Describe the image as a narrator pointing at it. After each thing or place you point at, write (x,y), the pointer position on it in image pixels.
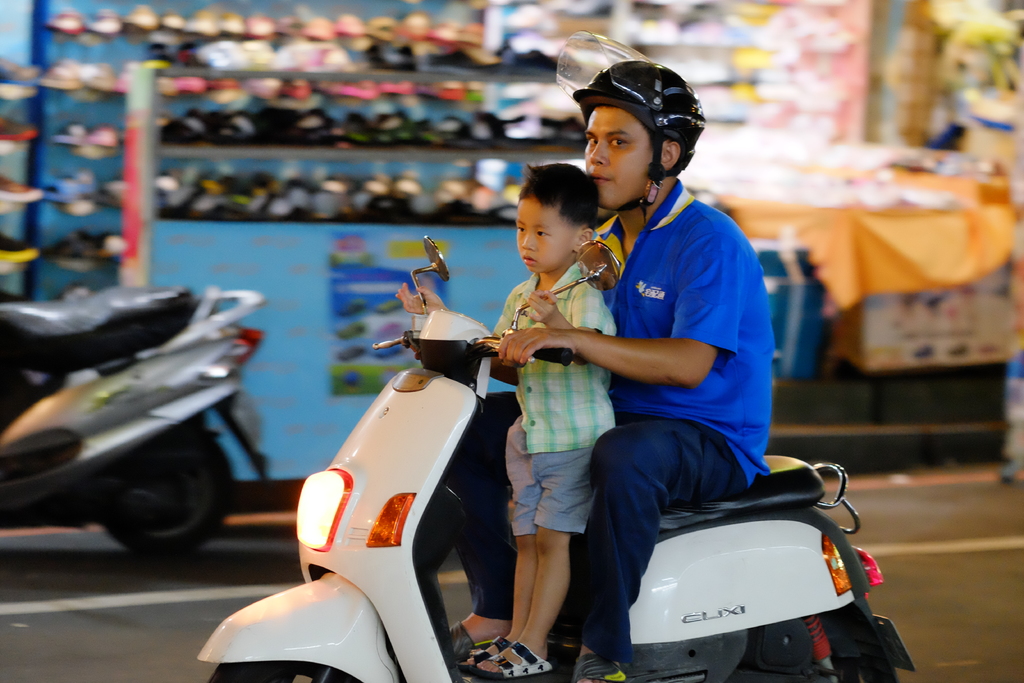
In this image I can see a white colour vehicle (249,630) in the front (469,524) and on it I can see a boy (569,275) is standing and a man (605,449) is sitting. On the right side (718,339) I can see he is wearing a black colour helmet (623,87). In the background (297,129) I can see number of shoes (315,137) on the shelves (80,44) and on the left side (5,496) I can see one more vehicle (257,452). I can also see few other stuffs (982,357) in the background (871,332) and I can see this image is little bit blurry in the background (121,375).
